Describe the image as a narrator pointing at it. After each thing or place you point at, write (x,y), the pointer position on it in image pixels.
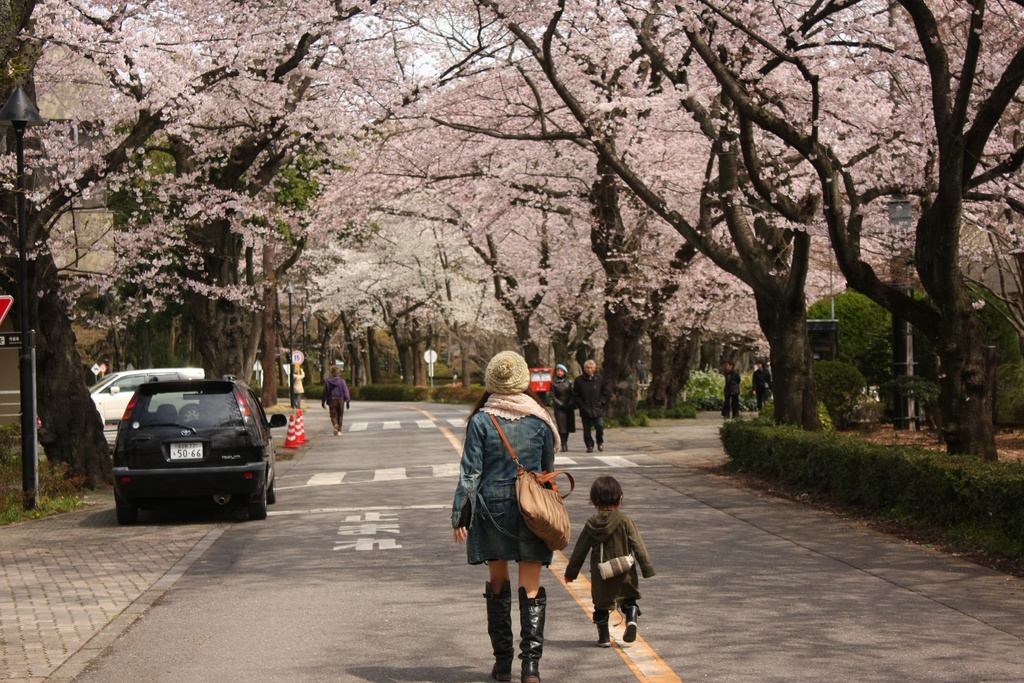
In the center of the image (346,429) there is a road (334,451) on which people (334,410) are walking. There are trees (504,116). There are vehicles (176,391) on the road (296,475). There are traffic cones (293,444) on the road (326,422). There is a pavement (163,546). There is a sign board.
